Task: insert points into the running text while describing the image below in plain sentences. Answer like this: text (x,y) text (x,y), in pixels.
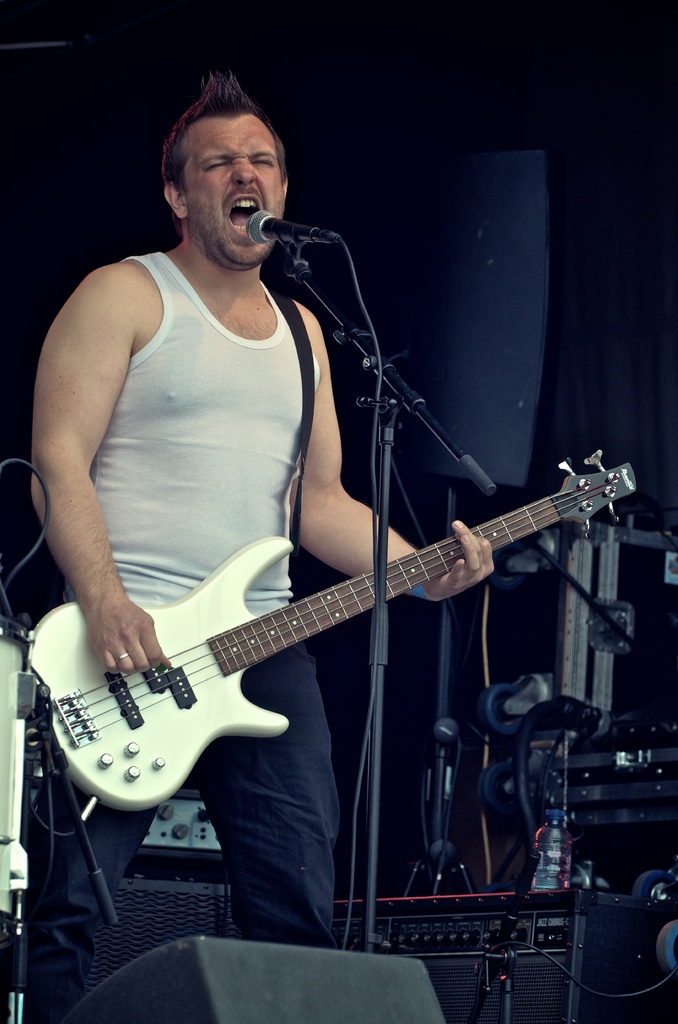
In this picture I can see a man (138,837) playing a guitar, there are mike's stands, there is a mike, there are speakers (199,975), and in the background (611,786) there are some objects (584,771).
